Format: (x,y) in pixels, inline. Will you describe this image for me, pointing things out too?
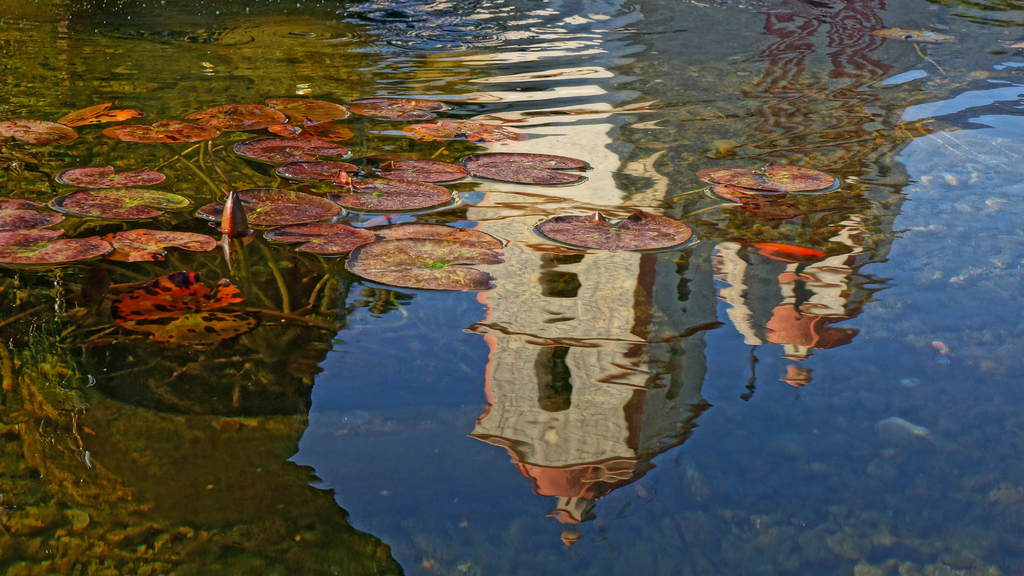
In this image we can see few leaves (429,196) and a bud (230,227) on the water (525,220) and we can see a reflection (620,359) of building (642,347) on the water (611,388).
